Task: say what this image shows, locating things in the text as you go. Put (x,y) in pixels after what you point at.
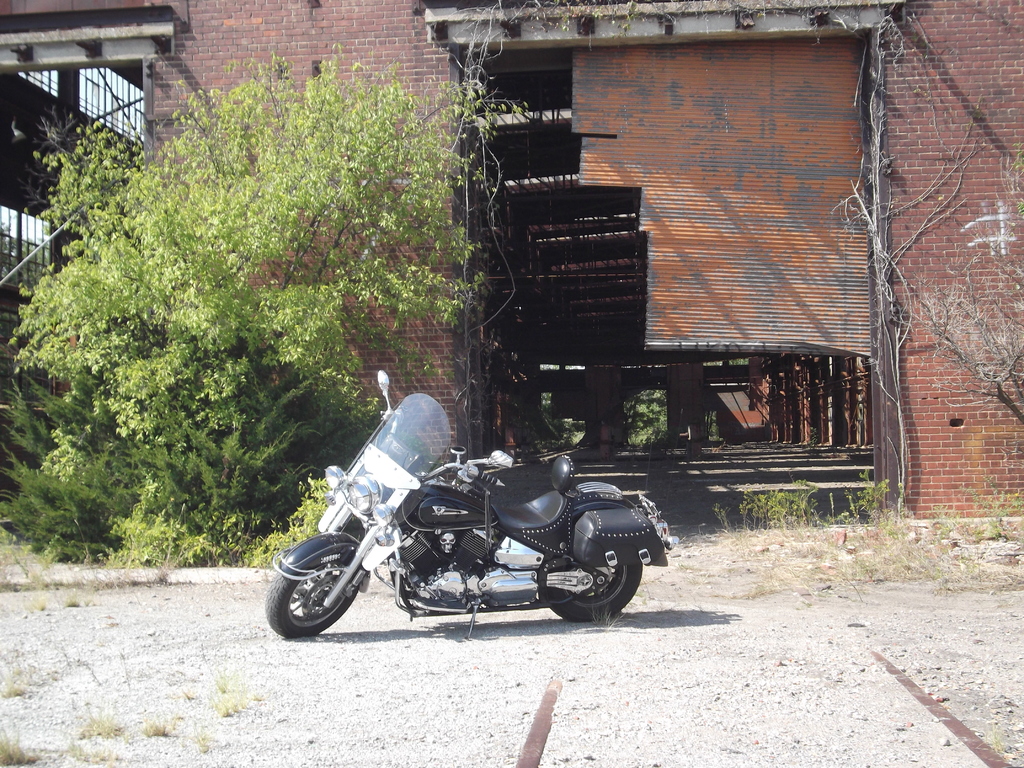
In the center of the image (429,506) there is a bike (402,573) on the ground (591,767). In the background (822,249) we can see trees (205,318), plants (296,523), building (982,261) and shutters (675,225).
